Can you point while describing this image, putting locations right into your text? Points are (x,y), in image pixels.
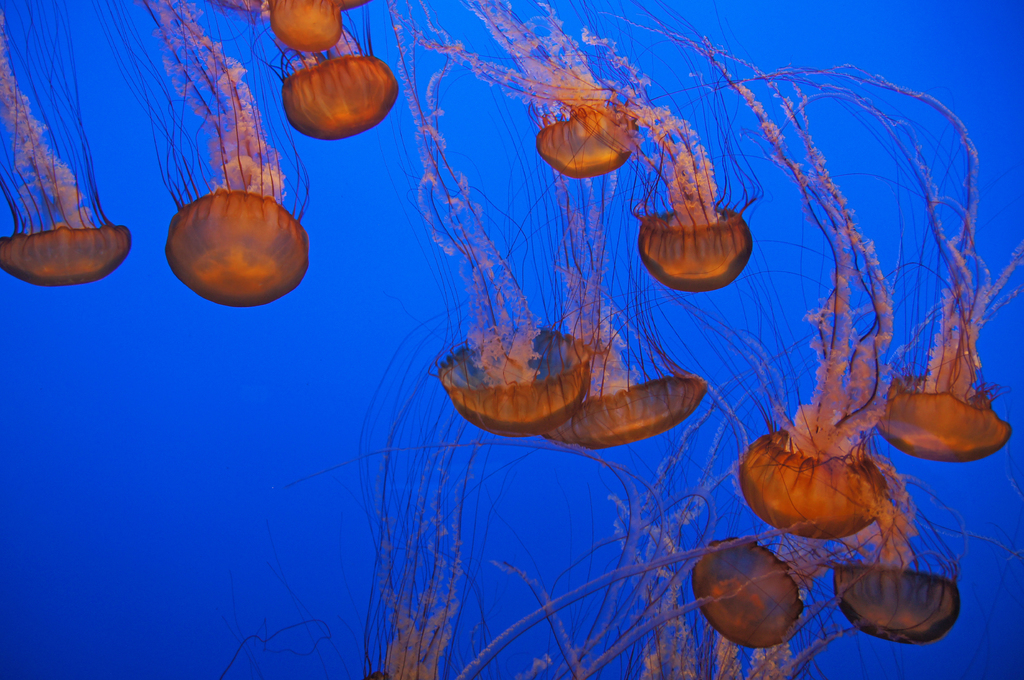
In this image we can see some jelly fishes (846,355) and the background (66,369) is blue in color.
